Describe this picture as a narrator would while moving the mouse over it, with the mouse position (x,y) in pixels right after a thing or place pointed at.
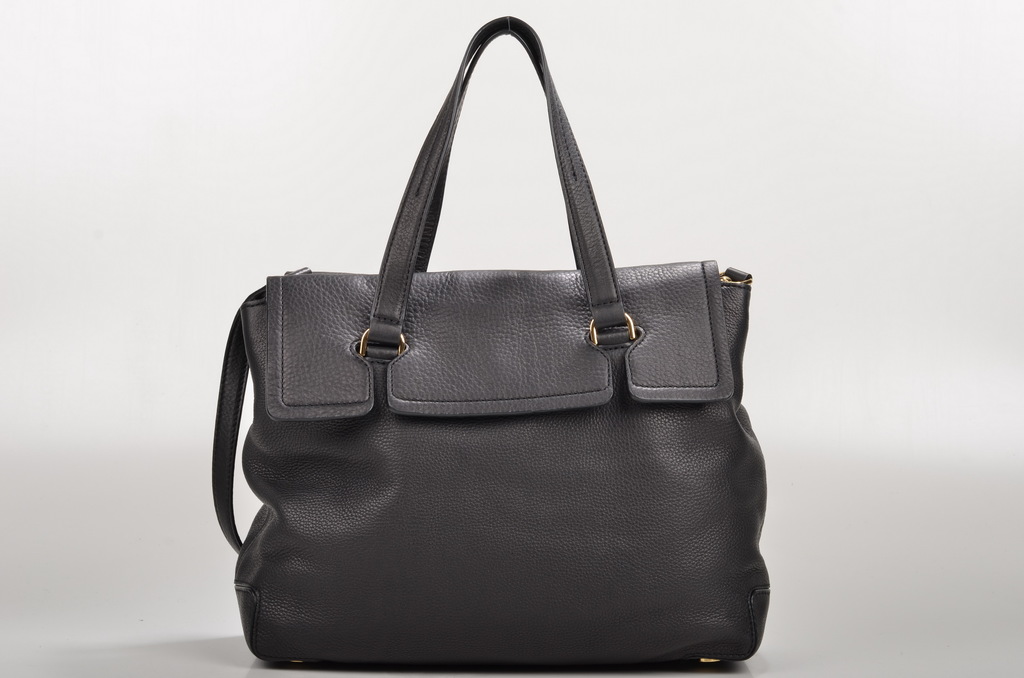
There is a bag (532,525) in a middle of the picture (593,251), this is a handle (432,192) of the bag (589,320).
